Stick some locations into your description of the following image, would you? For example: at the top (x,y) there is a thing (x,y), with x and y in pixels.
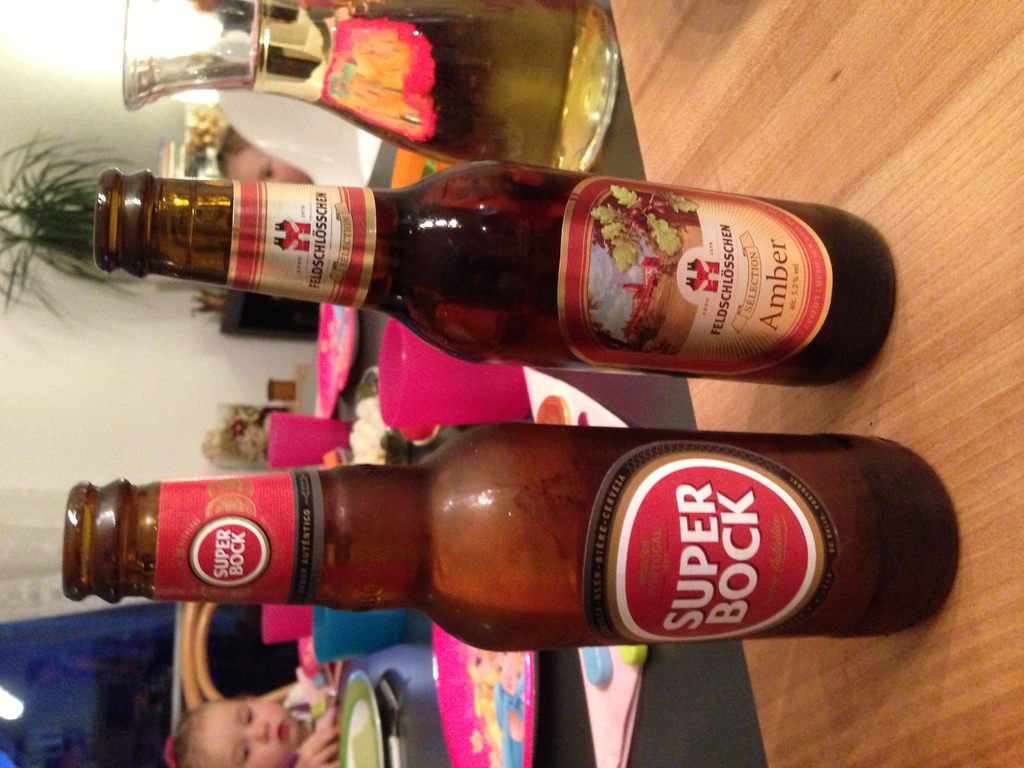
in the picture there are two bottles (750,273) in the table (873,199) with a jug (459,138) filled with a liquid (547,131) there is also a baby (279,746) present sitting on the chair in front of a table (838,649) with a plate (355,680).
